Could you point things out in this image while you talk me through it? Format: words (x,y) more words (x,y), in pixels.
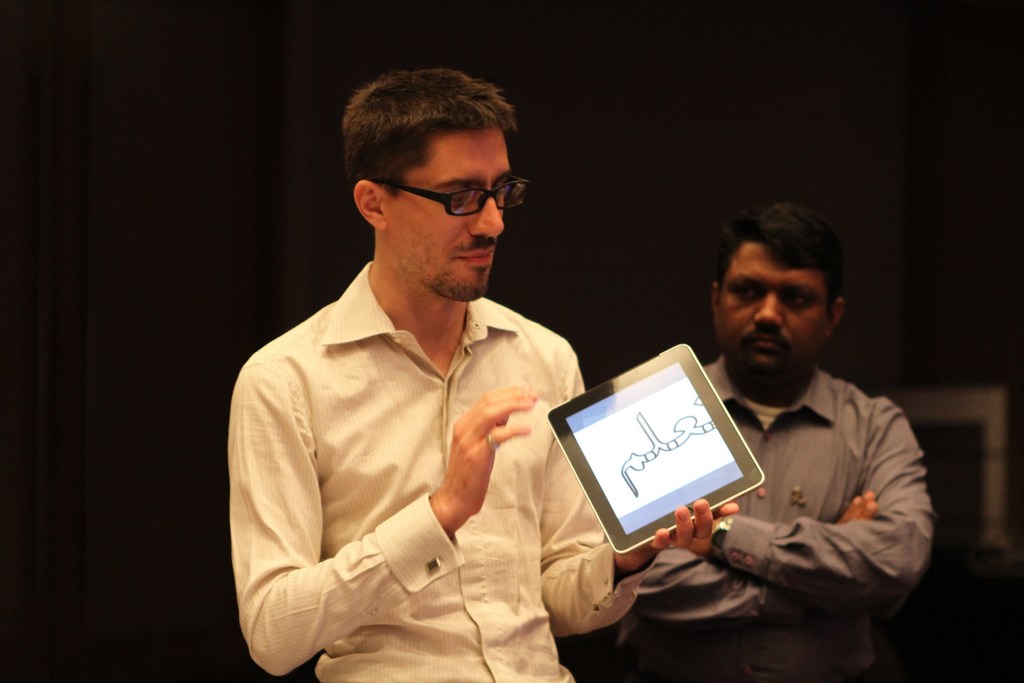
This person (449,450) is holding a device (695,429) and looking at that. He wore spectacles (513,195). Back Side we can see another person (789,418). Background (146,188) it is dark.
